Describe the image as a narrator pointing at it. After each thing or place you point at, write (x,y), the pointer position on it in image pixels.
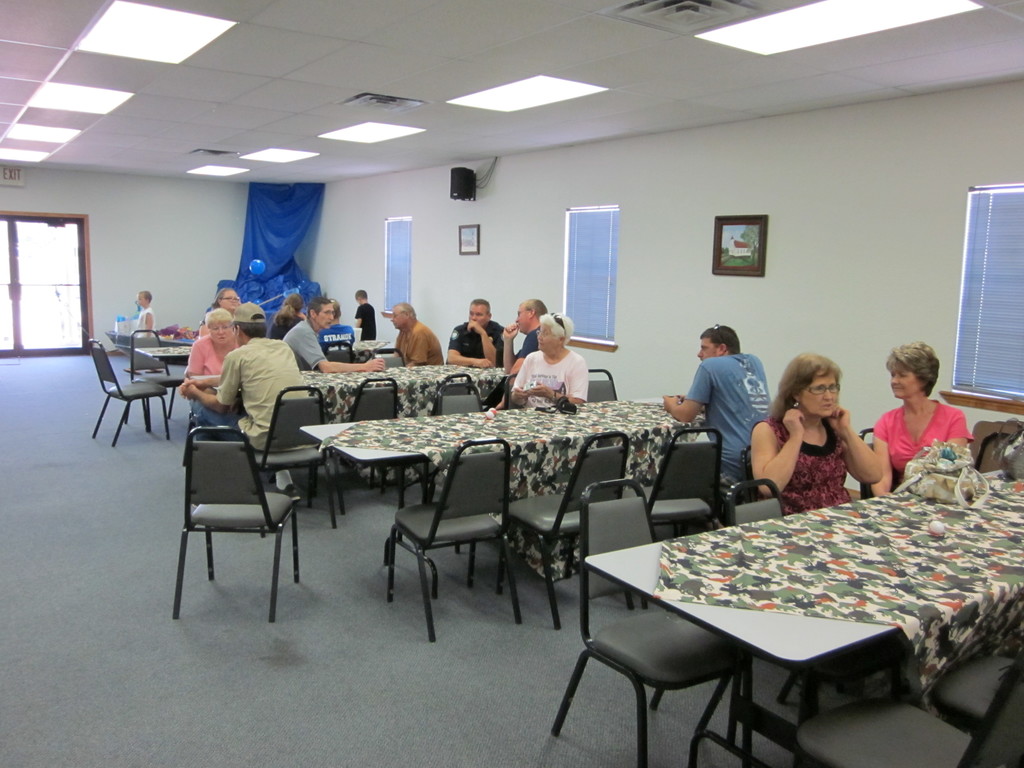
In this room (412,135) there are group of persons (269,388) sitting on the chairs (661,486) and at the top of the image (453,192) there is a sound box (475,176) and paintings (749,272) attached to the wall (520,262).
